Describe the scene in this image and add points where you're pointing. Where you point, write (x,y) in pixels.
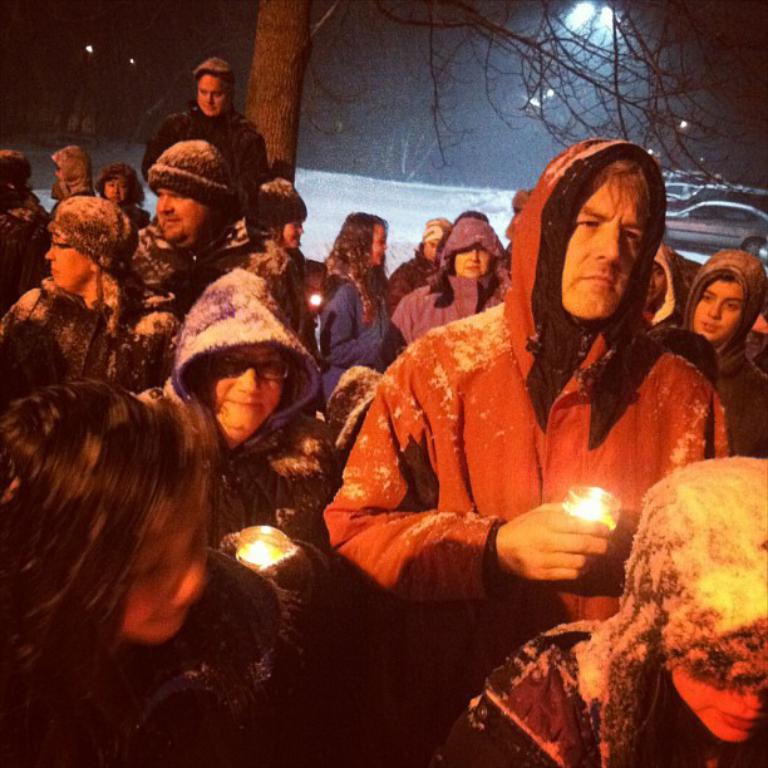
In this image we can see few people (505,389), some of them are holding candles (585,508), there is a tree (266,99), few vehicles (712,208) and the sky (420,135) in the background (411,118).
